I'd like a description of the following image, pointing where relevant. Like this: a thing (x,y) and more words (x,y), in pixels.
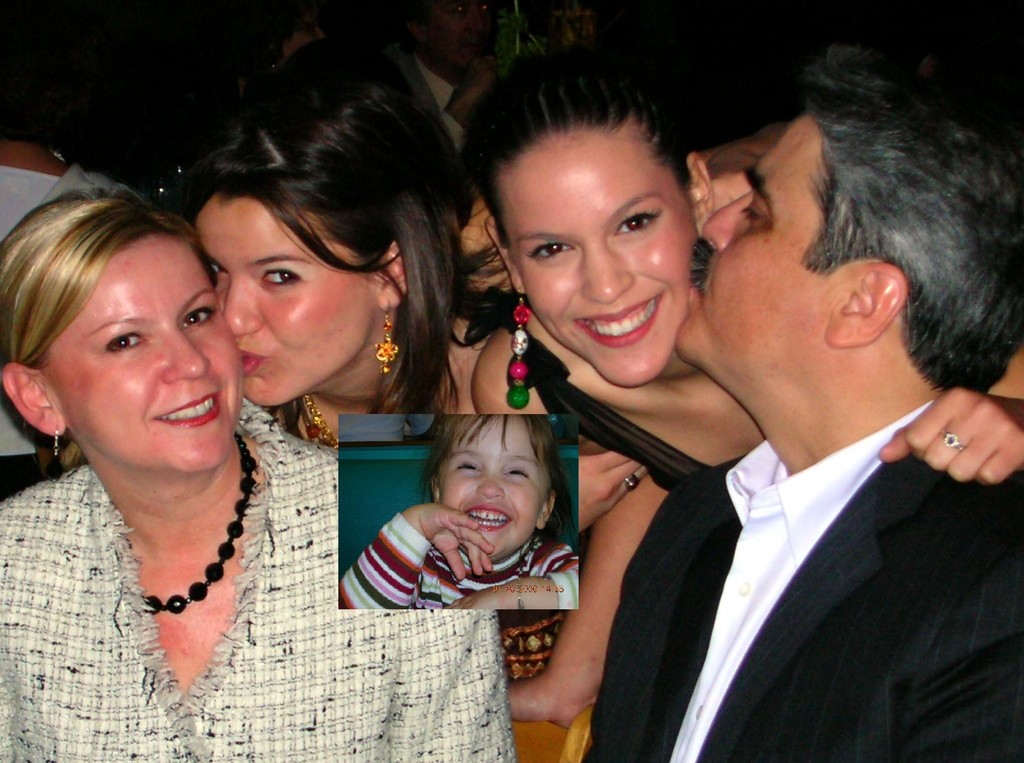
In the center of the image (554,266) we can see a few people (400,289) are smiling, which we can see on their faces (585,264). And we can see two persons (693,275) are kissing opposite persons (481,306). In the middle of the image (436,483), we can see one baby (444,538) is smiling. In the background (62,149) we can see a few people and a few other objects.
